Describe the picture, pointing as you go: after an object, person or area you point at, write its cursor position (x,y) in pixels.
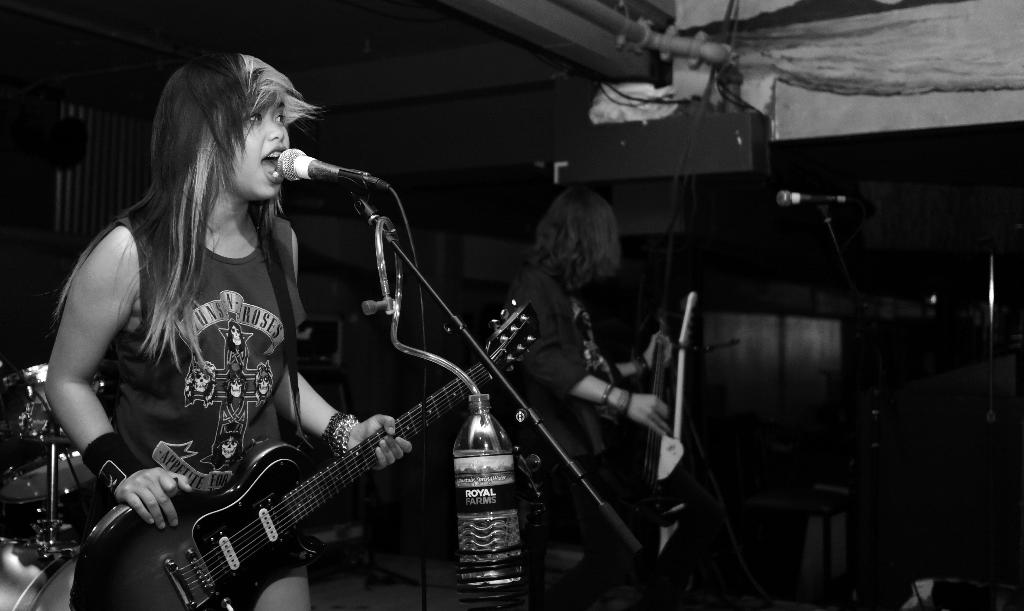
In this image I can see a woman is standing and holding a guitar (93,587), I can also see a mic (311,158) in front of her. Here I can see one more person (551,355) and a drum set (36,488). I can also see a water bottle (492,492).
